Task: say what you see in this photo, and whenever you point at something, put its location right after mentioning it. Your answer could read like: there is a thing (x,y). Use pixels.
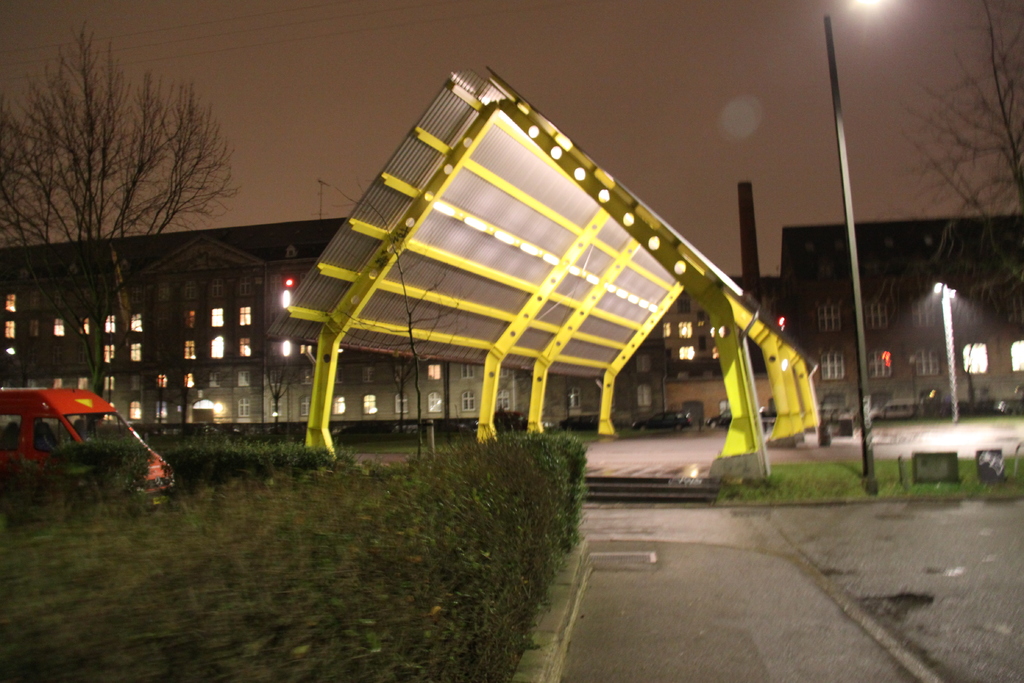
In the foreground of this picture (619,349), there is a shed (606,283). On the left side of the image (44,431), there is a red colored van (83,413), plants (256,567), a tree (131,203), and a building (151,335). On the right side (926,404), there is a tree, grass (851,486), pole (855,259), building (952,279), light (954,339) and the sky (729,89) on the top (759,90).
